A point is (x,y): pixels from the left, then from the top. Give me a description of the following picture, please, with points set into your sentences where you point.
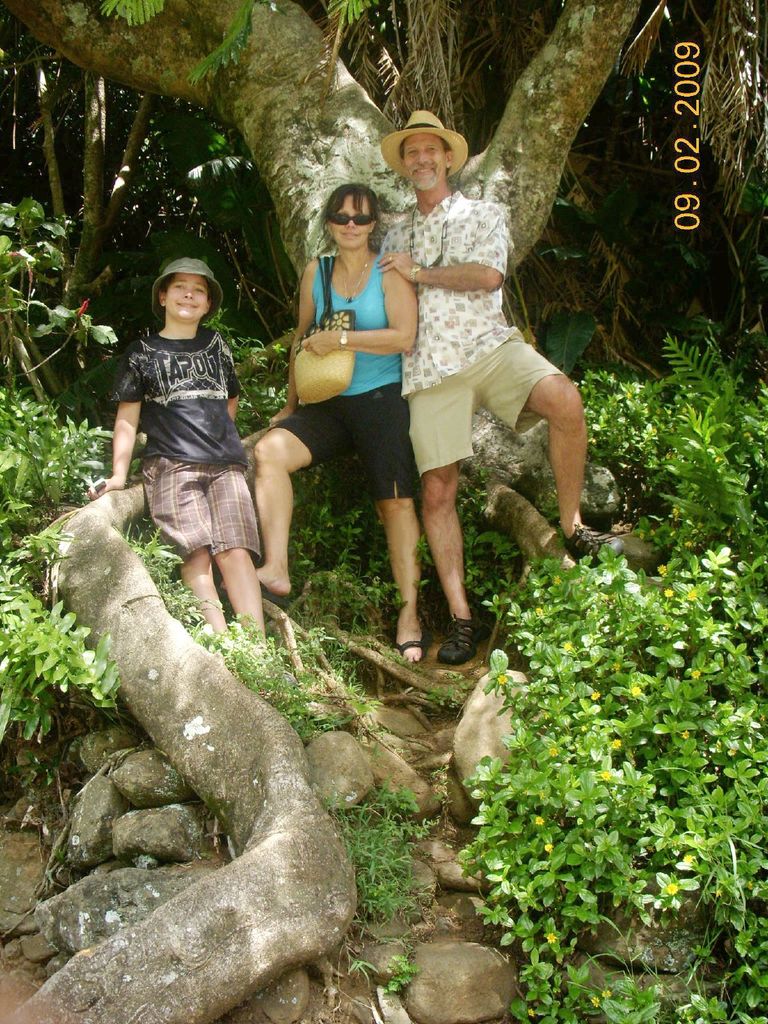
On the top right (696,75), there is a watermark (691,82). In the middle of the image (451,354), there is a person (448,177) wearing a hat (441,127), keeping his hand (393,258) on the shoulder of a woman (354,203) who is in blue color t-shirt (373,326). Beside her, there is a child (141,411) in black color t-shirt (162,422), keeping his hand (125,479) on a root (122,557) of a tree (187,693). These three persons (216,544) are on the tree roots (287,634). Beside them, there is a tree (115,524). On the right side (632,427), there are plants (637,417). On the left side (31,401), there are plants (72,420). In the background (28,90), there are trees (579,27).
